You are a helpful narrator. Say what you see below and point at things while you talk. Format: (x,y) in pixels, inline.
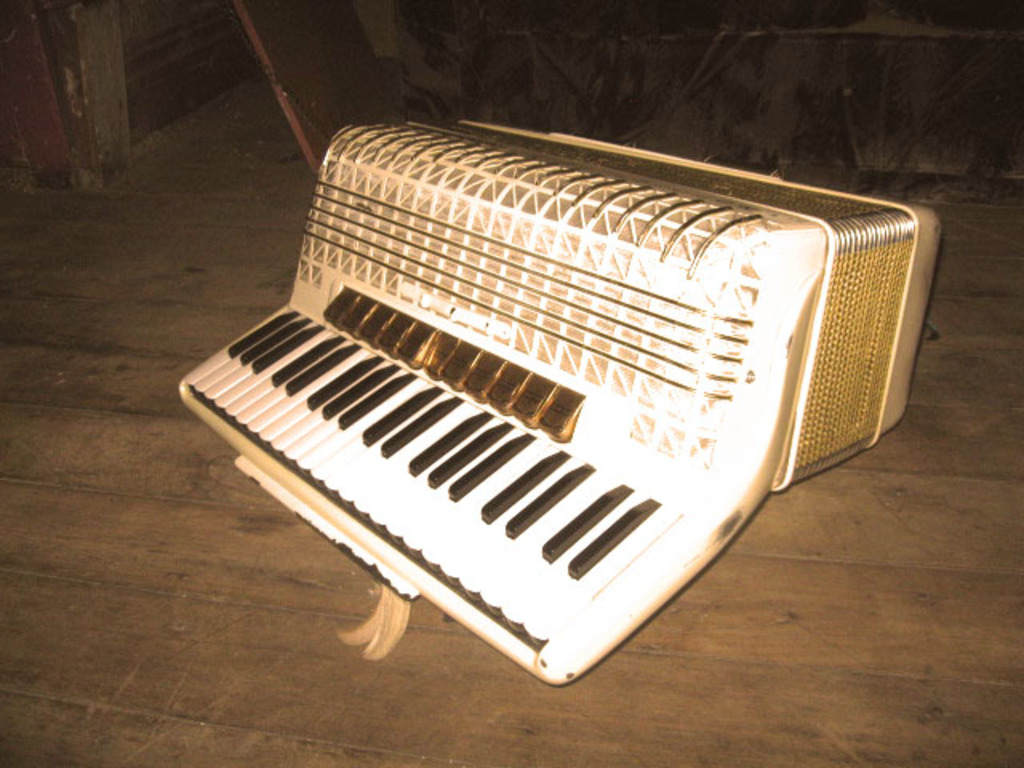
In this picture I can see a musical instrument (523,275) in front (485,458) which is on the floor (963,326). I see that it is a bit dark in the background (205,57).
